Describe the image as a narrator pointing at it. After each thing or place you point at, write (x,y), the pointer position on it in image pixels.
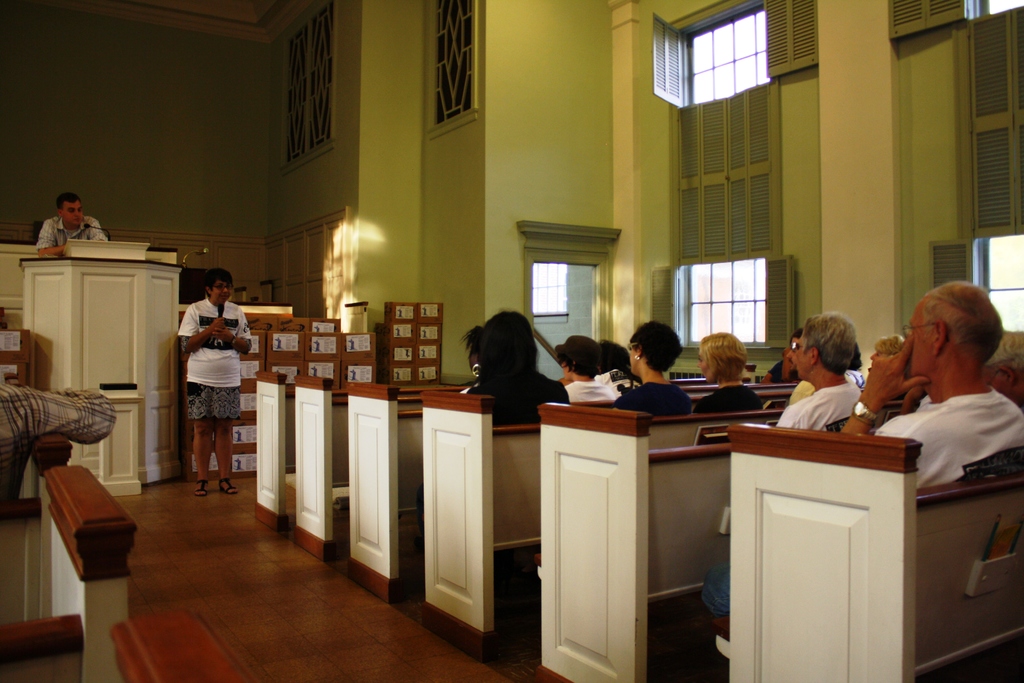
In this image I can see the group of people (708,358) sitting and wearing the different color dresses (502,408). In-front of these people (539,392) I can see two people (208,351). One person (58,249) is in-front of the podium (93,247). On the podium (69,285) I can see the mic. In the background (466,213) I can see the windows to the wall (203,180).
